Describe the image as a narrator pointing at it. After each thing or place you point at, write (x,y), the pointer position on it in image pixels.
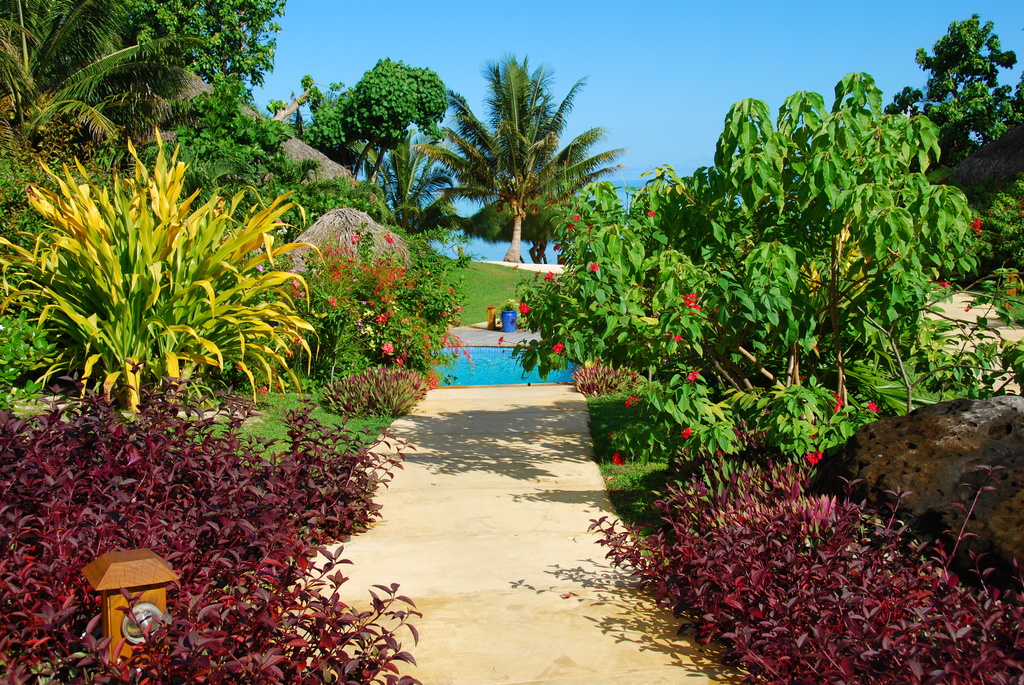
In this image, we can see few plants (426,362) with flowers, trees (902,266), dustbin (514,325), swimming pool (498,364). Background (647,77) there is a sky (635,73). Left side (135,567) bottom, we can see some wooden pole (136,580).
